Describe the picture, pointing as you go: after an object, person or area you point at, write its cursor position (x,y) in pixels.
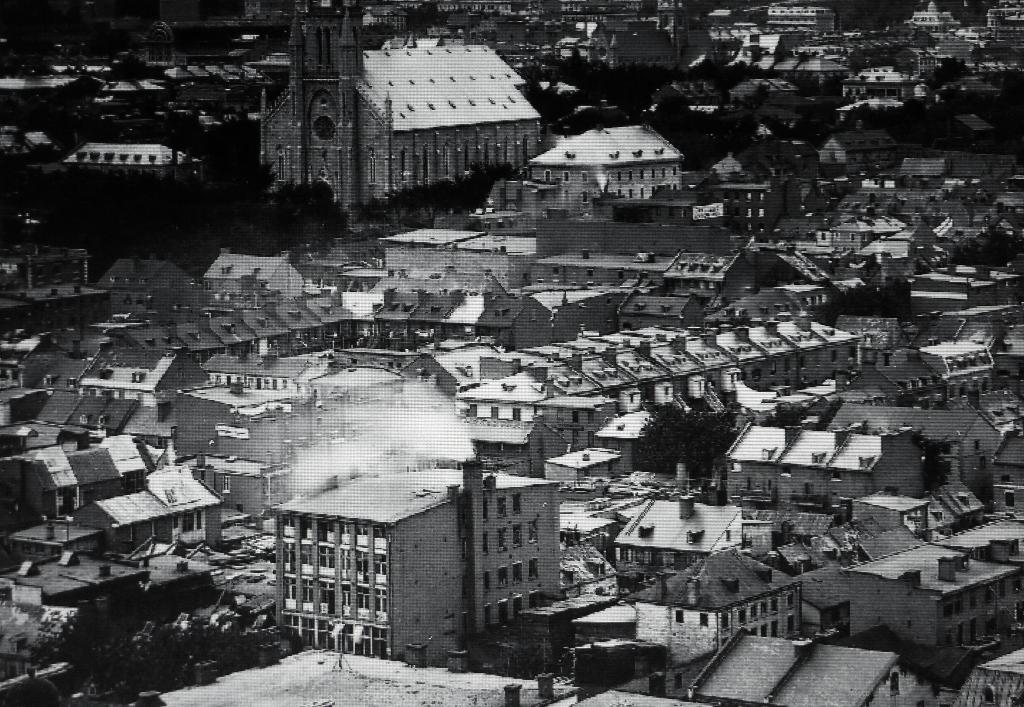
In this image we can see black and white picture of a group of buildings (492,202) with windows (348,595) and roofs (375,515) and some trees (112,644).
